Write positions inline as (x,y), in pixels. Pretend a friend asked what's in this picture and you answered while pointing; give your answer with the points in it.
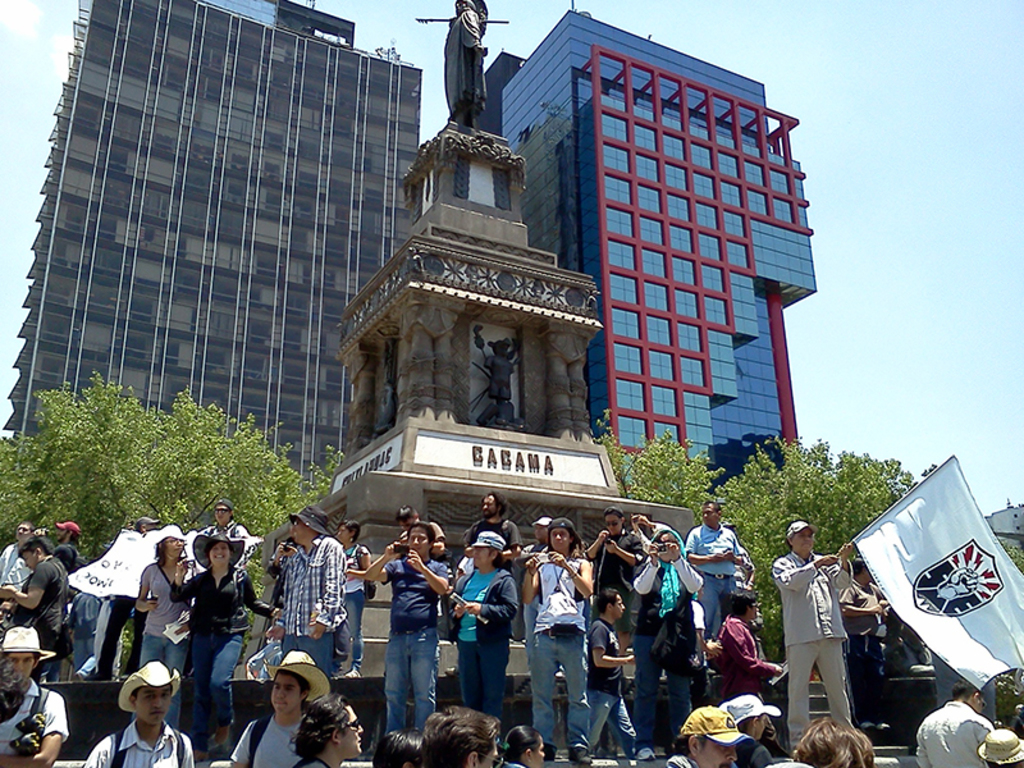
In this picture, we can see a few people (446,585) holding some objects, like flags (124,539), poles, statue (452,265) and some text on it, we can see buildings (217,292), trees (160,449), and the sky (1005,354).
